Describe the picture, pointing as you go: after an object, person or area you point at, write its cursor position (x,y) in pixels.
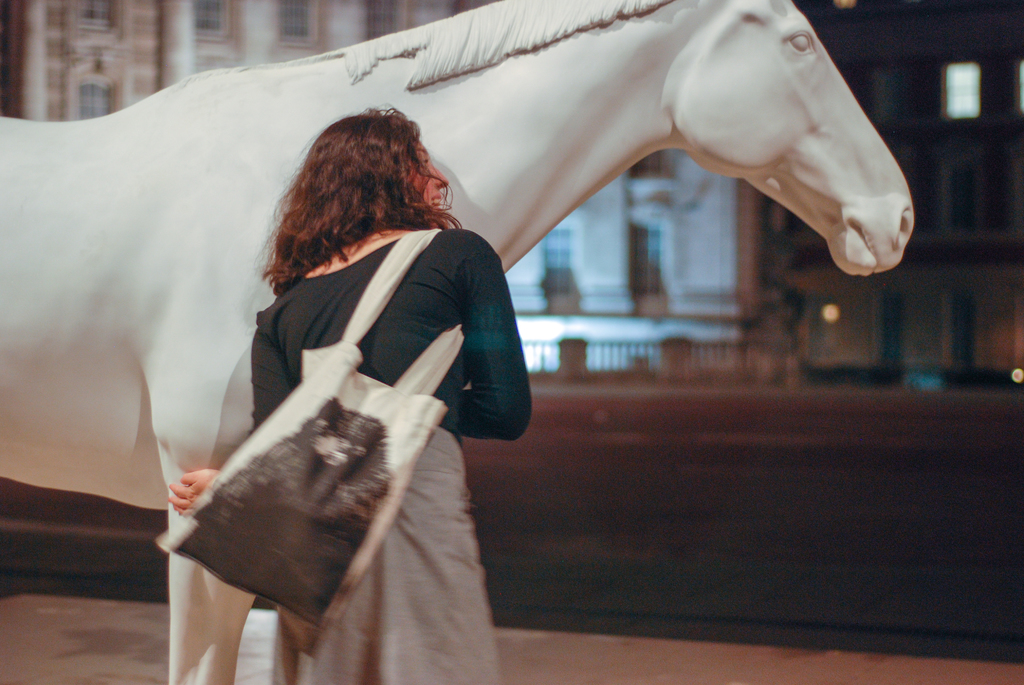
In this picture there is a woman (379,316) wearing a bag (345,384) on her shoulder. There is a horse (570,81). There is a building (987,152) at the background (945,128).
